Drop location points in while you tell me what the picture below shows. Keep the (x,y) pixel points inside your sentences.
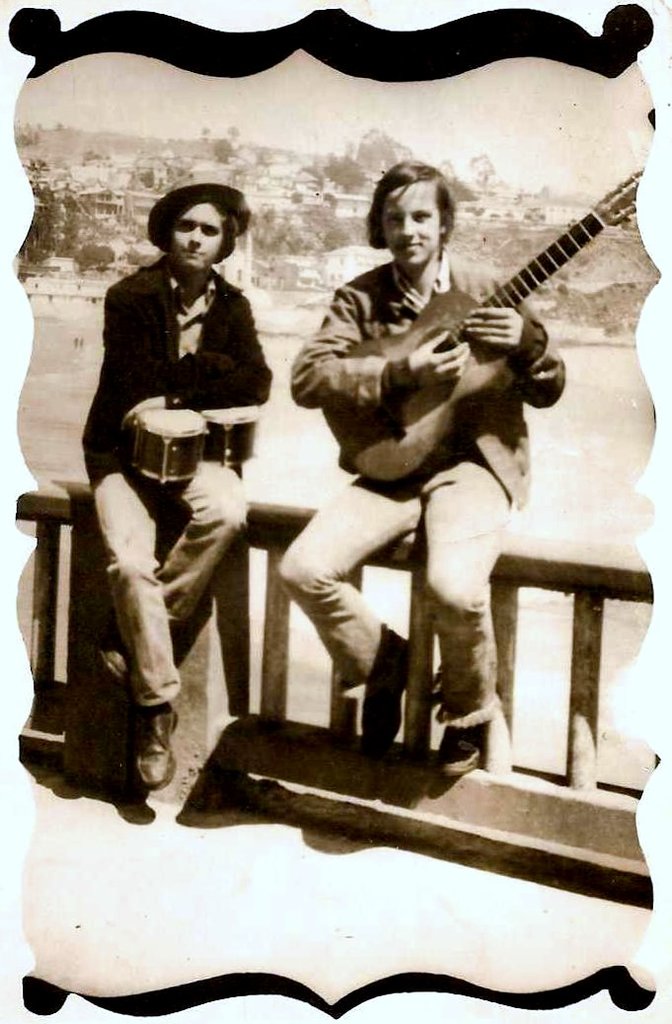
In this image it seems like a black and white picture in which there are two men (377,326) sitting on the wooden railing (295,515) and one is playing the guitar (443,344). In the background (340,197) there is a building (283,181) and trees (59,204). To the left side (171,329) there is the other man (146,369) who is holding the drums (176,420) in his hand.
